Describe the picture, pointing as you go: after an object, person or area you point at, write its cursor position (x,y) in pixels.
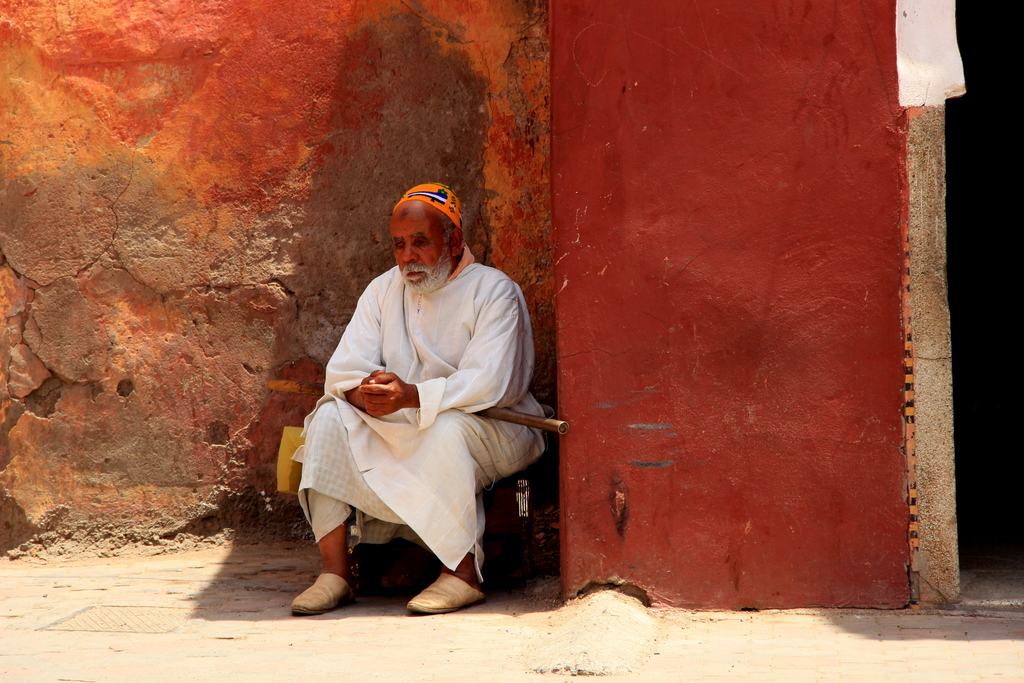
In this image I can see the person (315,442) wearing the white color dress (417,336) and he is with the orange color cap (444,190). He is sitting on the seat (519,533). In the back (361,121) I can see the red color wall (570,151).
